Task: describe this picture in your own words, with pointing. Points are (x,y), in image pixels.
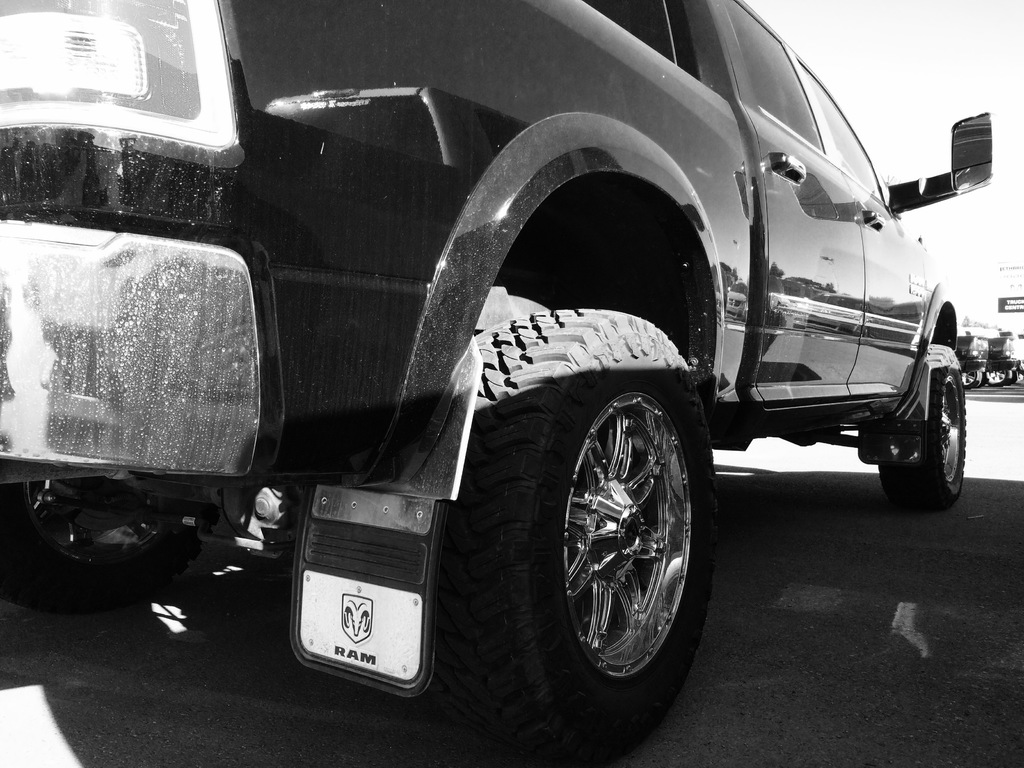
This image consists of a car (738,140) in black color. At the bottom (854,640), there is a road (954,542). In the background (1006,349), there are many cars (987,336).
